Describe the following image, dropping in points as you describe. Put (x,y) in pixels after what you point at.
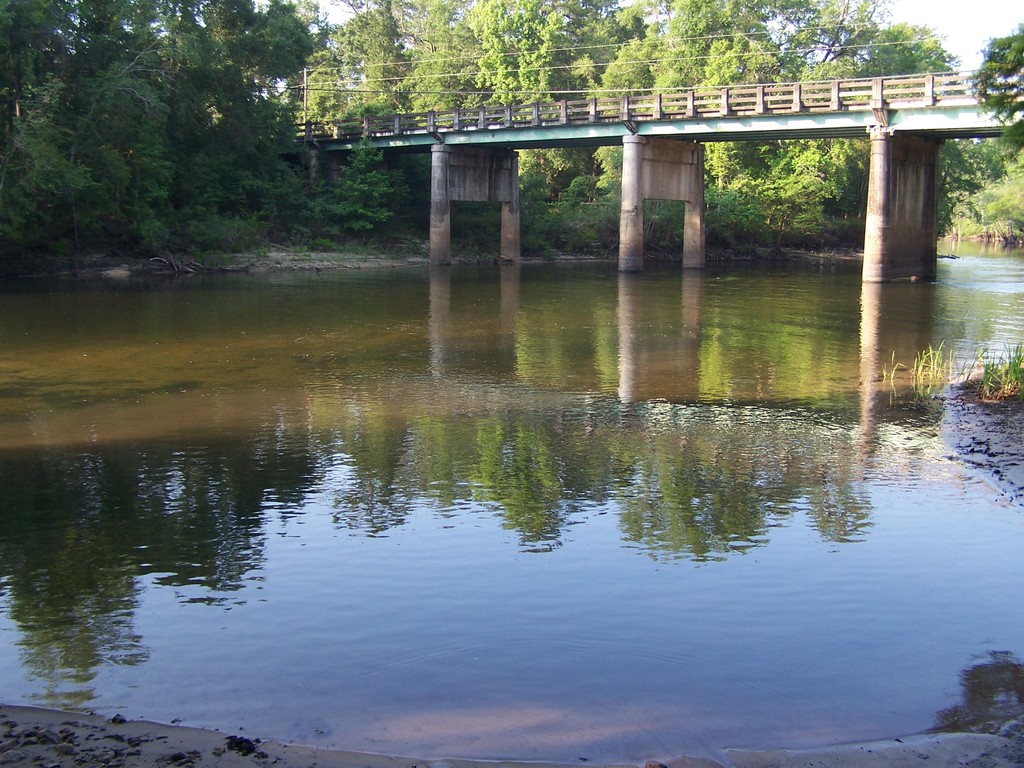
In this picture we can see trees (462,217), cables (371,92), a pole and a bridge (465,116). Under the bridge (512,126), there is water (579,371). On the water (551,497) we can see the reflection (506,616) of trees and the sky (484,598).
